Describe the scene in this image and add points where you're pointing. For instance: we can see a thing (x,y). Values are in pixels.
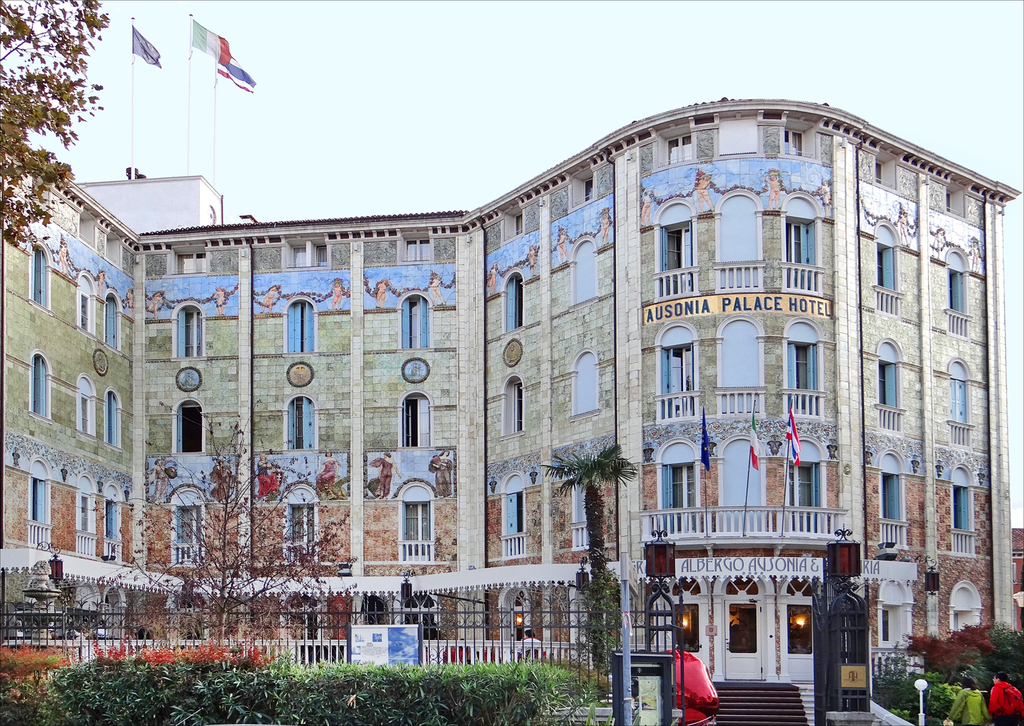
This picture shows a building (395,404) and we see few trees (63,95) and few flags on the building (429,535) and we see a name board (710,572) and few plants (951,664) and we see a metal fence (531,636) and couple of them (978,704) walking and we see a cloudy sky (657,77).
